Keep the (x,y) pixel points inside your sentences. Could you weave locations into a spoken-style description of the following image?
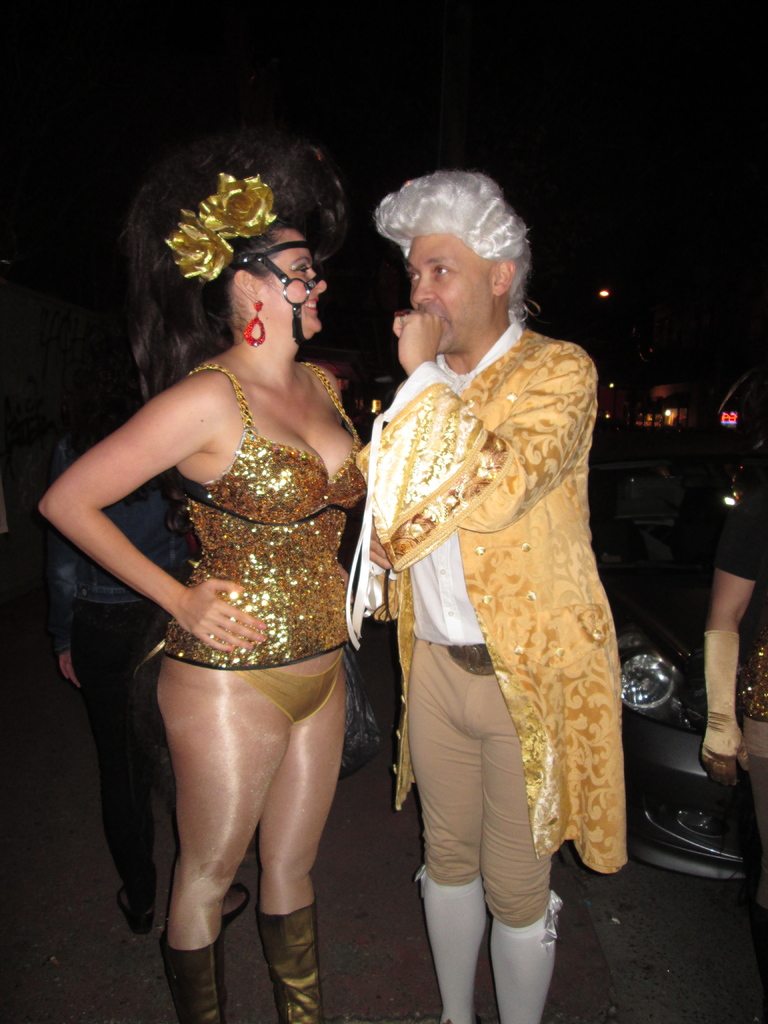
In this image in the front (232,381) a lady (242,405) and a man (544,553) are standing. The lady (308,296) is smiling. On the right (644,653) there is a car (672,650). Behind them there few persons (728,671) are there.
